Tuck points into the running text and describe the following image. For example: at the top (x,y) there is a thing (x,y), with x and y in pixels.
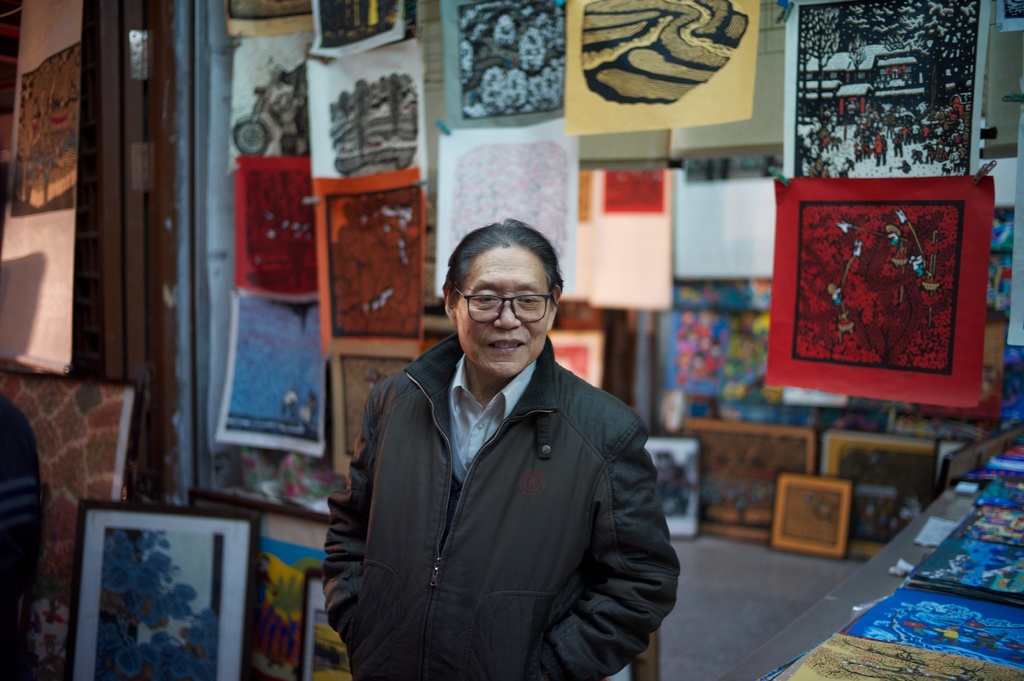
In this image I can see a person (418,485) wearing jacket (425,523) and smiling. In the background (863,227) I can see few frames (339,280) are attached to the wall (429,144). On the right side (933,551) there is a table (899,581) on which I can see some blue color sheets (954,582).
